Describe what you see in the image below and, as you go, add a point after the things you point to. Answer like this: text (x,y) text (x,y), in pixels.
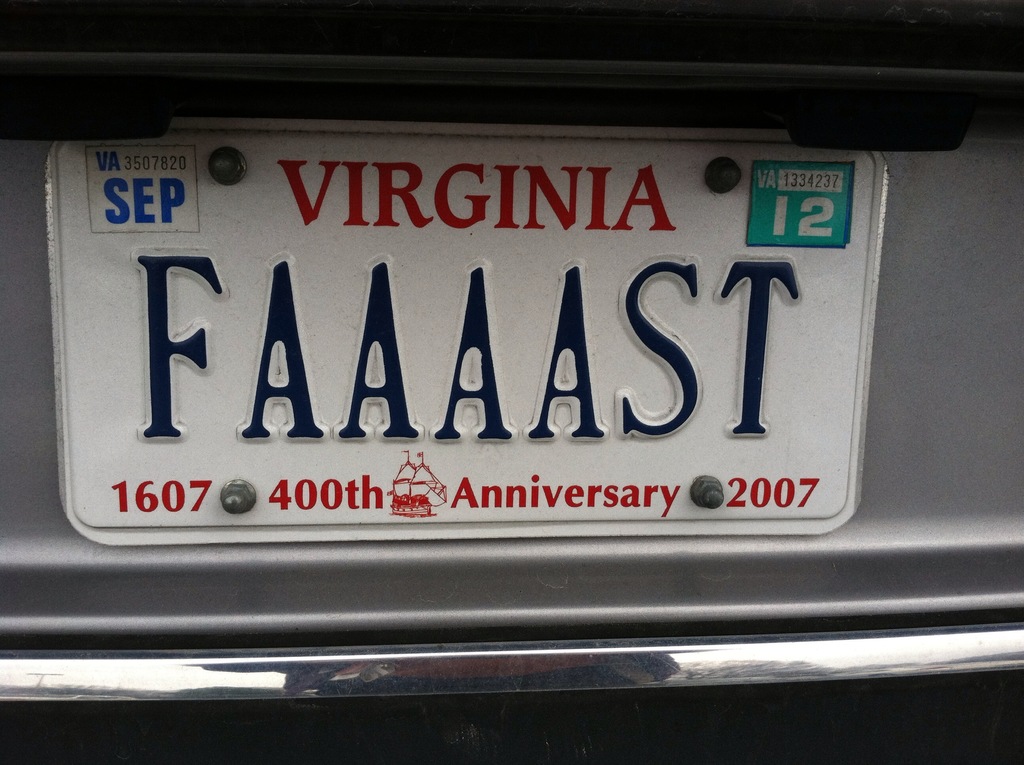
In this image we can see a number plate (376,354) of a vehicle (653,585).
